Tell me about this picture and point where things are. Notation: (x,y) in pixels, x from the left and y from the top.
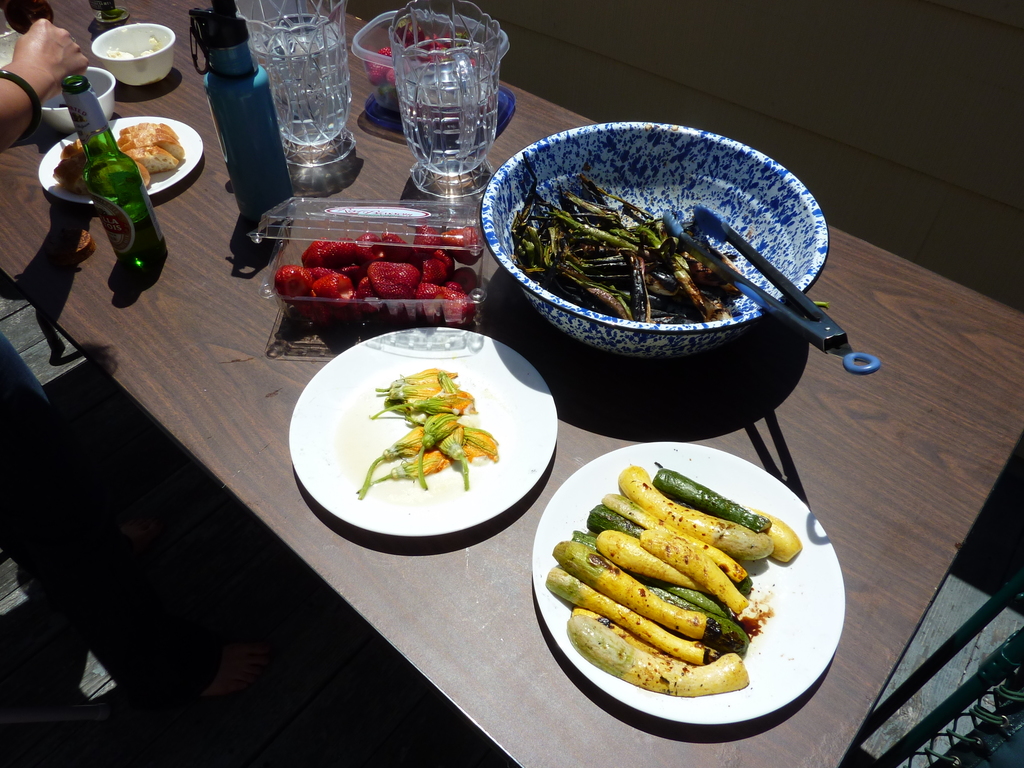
This picture is clicked outside. In the center (508,299) there is a wooden table (901,423) on the top of which we can see the bowl (683,150) containing food item (587,245) and boxes (385,221), plates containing food items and we can see the glasses (440,92) of water (401,71), bottles (244,145) and some other items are placed. On the left corner (15,133) we can see the person (44,540) standing on the ground (191,496). On the right corner (992,654) we can see the metal rods (967,692).
